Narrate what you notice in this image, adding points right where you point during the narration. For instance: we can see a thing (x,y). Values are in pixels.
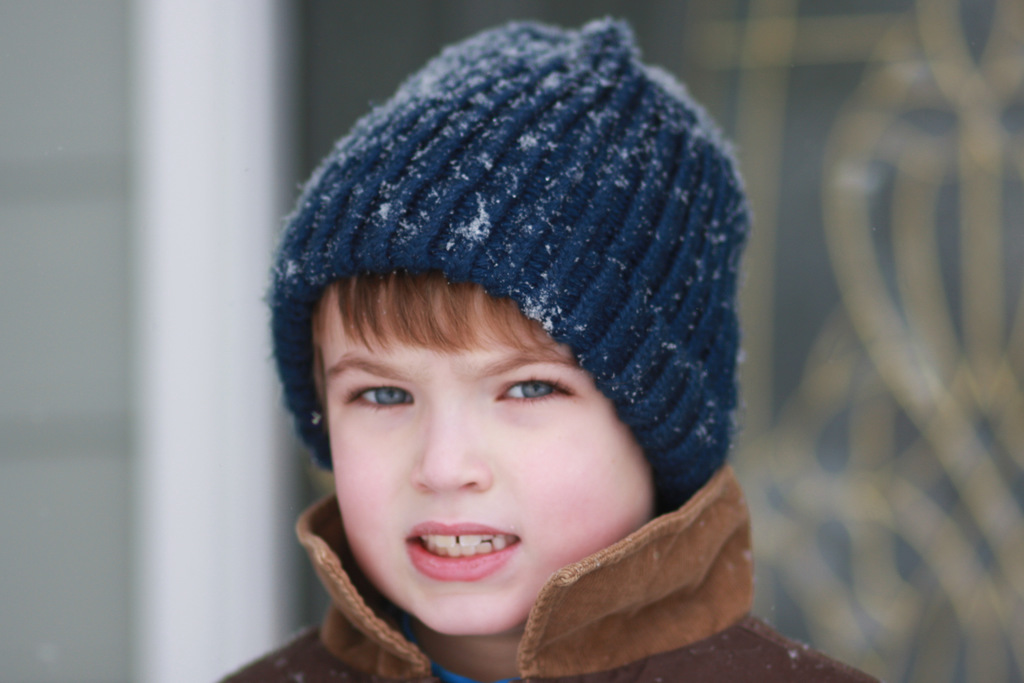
In the image we can see there is a kid (571,437), he is wearing jacket (672,582) and head cap (611,161). There are snow particles (508,191) on the head cap (459,156).
